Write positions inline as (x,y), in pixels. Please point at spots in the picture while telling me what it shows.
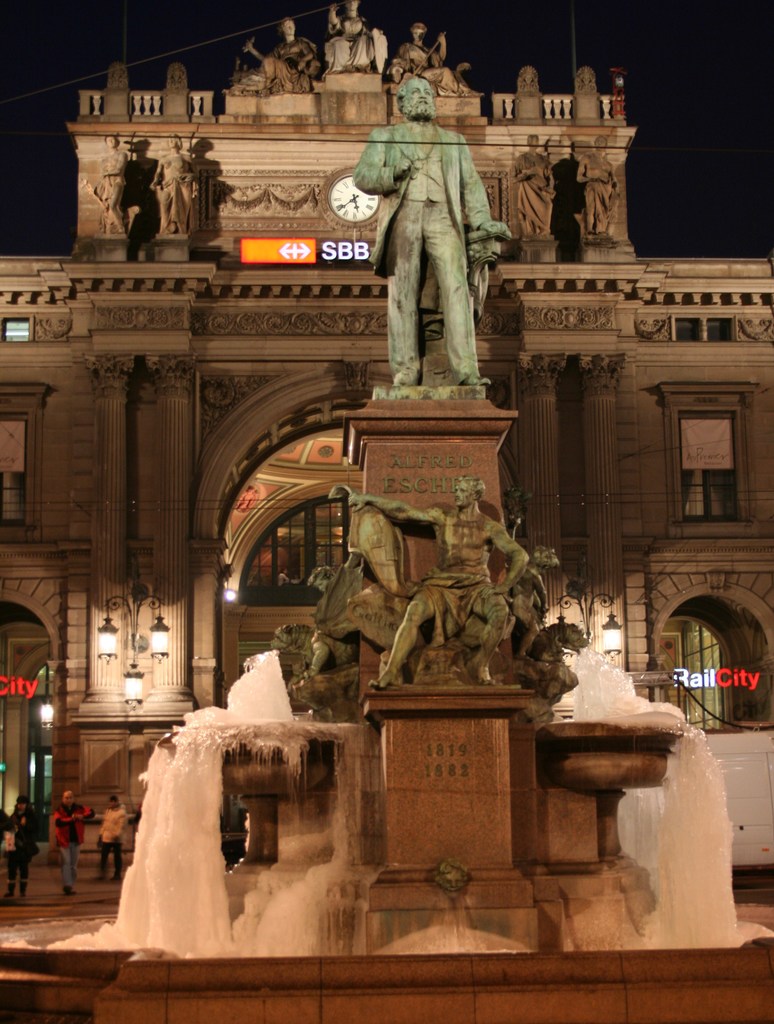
In this image in front (256,729) there is a fountain (372,809). There are statues (430,397). Behind the fountain (168,779) there are people (22,852). There are lights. In the background of the image (177,566) there is a building (674,414) and there is sky (702,125).
